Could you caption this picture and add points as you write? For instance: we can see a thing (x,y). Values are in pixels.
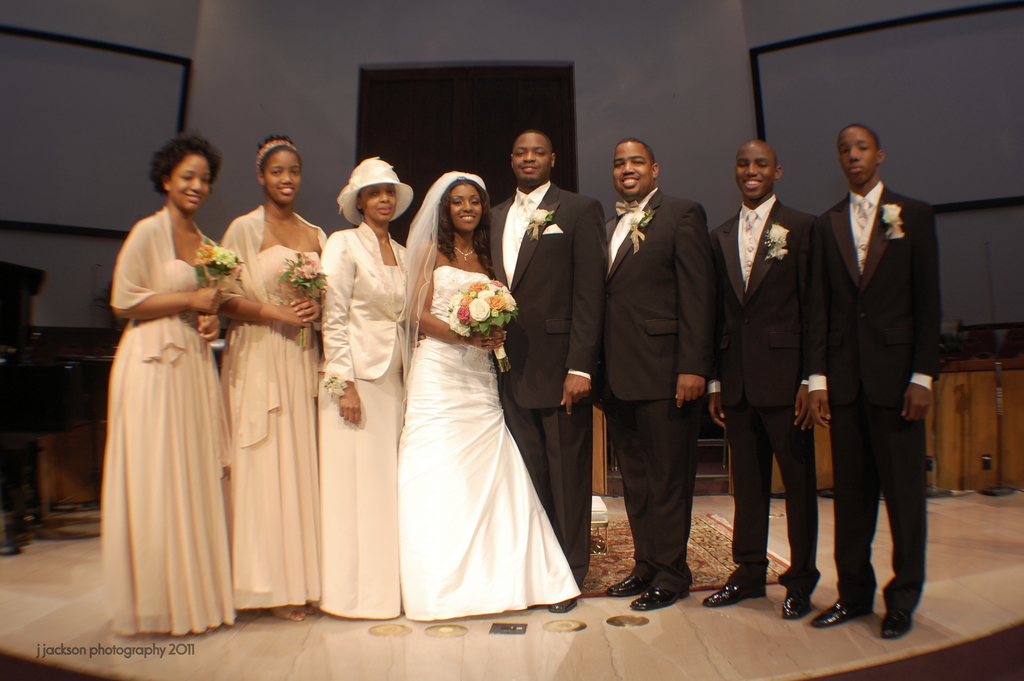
This picture describes about group of people (426,261), few people (551,299) wore black color suits (737,269) and few people (145,252) holding bouquets (499,287), in the background (89,150) we can see few projector screens (90,121), at the left bottom of the image (72,653) we can see a watermark (97,658).
